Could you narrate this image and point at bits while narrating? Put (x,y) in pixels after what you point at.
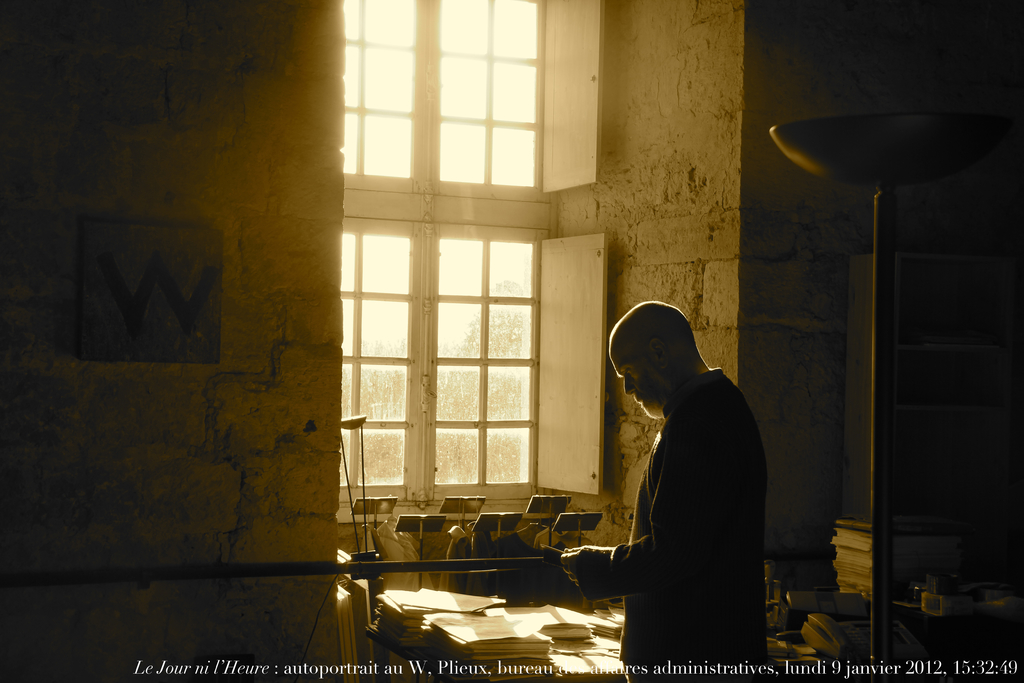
In this picture I can observe a person (653,504) standing in front of a table (489,625) on which I can observe some papers (456,611). There is some text (164,672) on the bottom of the picture (971,673). On the right side (900,551) there are some books (847,552) placed on the desk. On the left side (88,291) I can observe a photo frame (158,289) fixed to the wall (73,370). There are windows (430,290). In the background (521,348) there are trees (474,393) and a sky (405,238).
